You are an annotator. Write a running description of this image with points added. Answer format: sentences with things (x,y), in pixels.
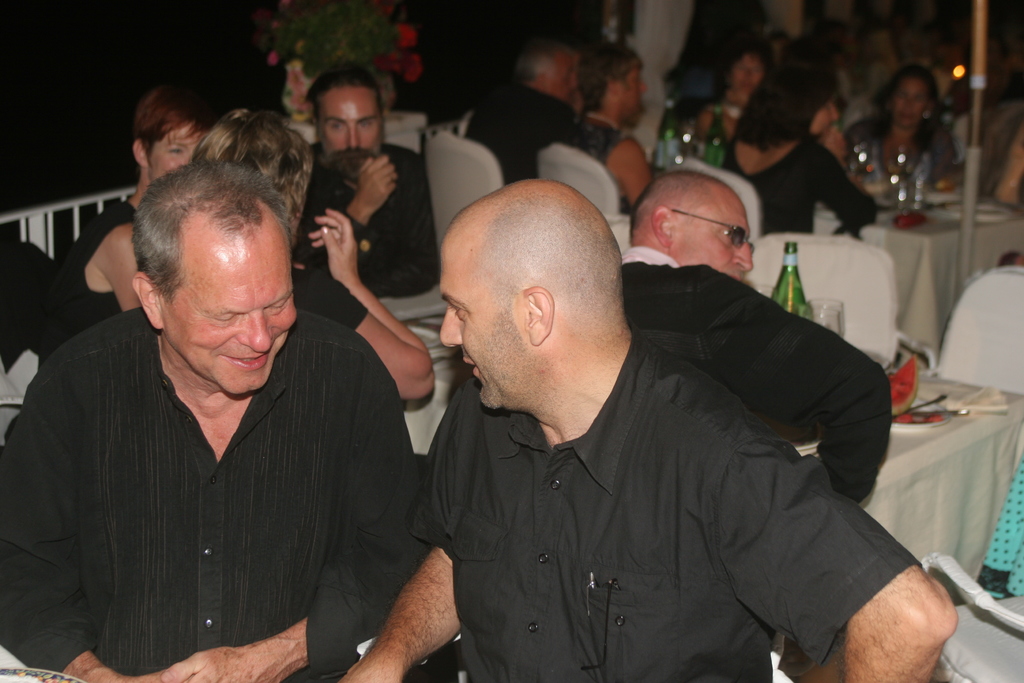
In this image there are people (641,81) sitting on the chairs (456,175) at the tables (902,269). On the tables (889,236) there are bottles (793,291), glasses (904,182) tissues (981,393) and food (912,365). Beside them there is a railing (67,202). In the foreground (196,520) there are two men (281,544) sitting. They are smiling. The background (143,51) is dark.
